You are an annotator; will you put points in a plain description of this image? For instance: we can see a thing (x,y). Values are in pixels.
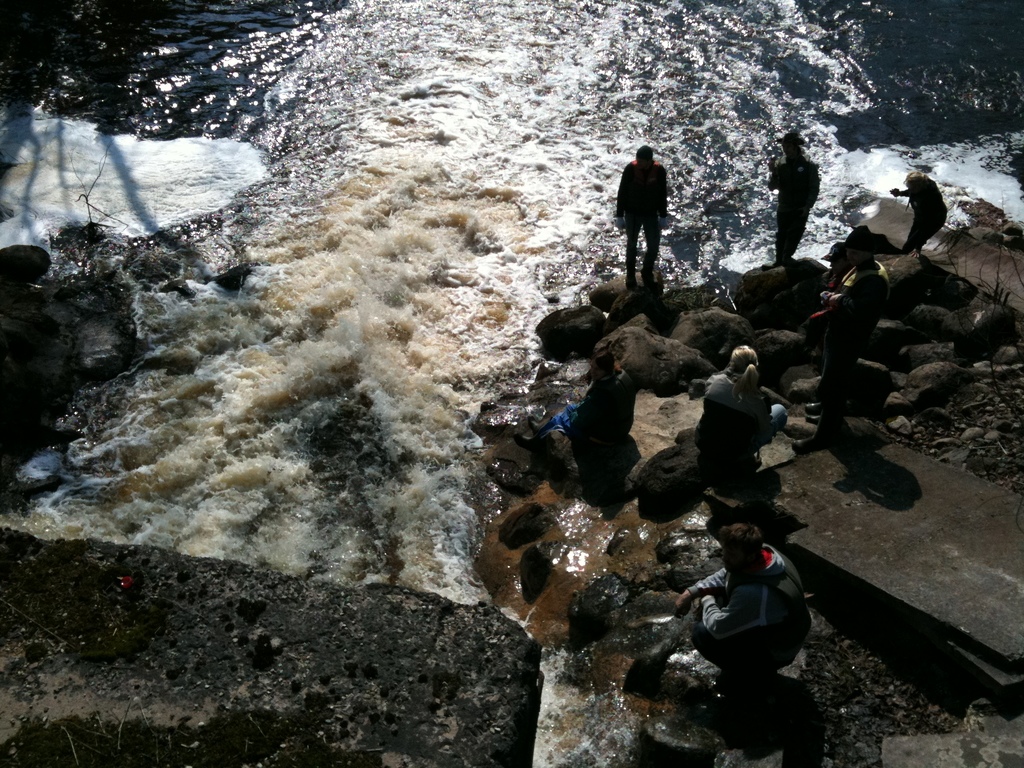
In this picture I can see group of people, rocks (536,573) and there is water (399,339).
